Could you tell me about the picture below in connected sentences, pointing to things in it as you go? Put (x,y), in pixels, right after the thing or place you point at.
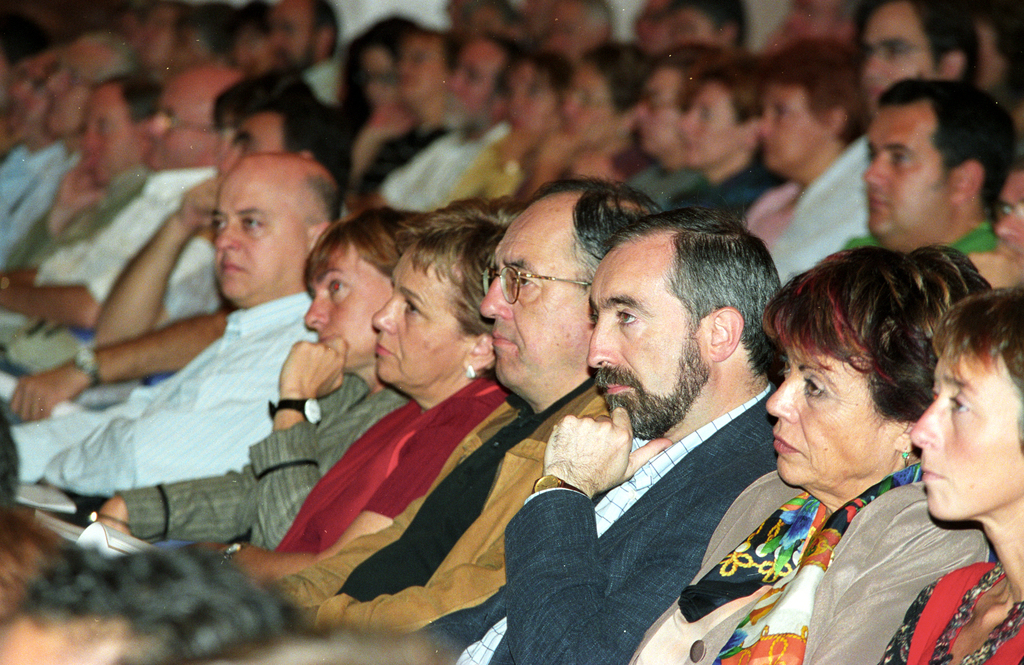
In this image we can see group of people (683,289).
